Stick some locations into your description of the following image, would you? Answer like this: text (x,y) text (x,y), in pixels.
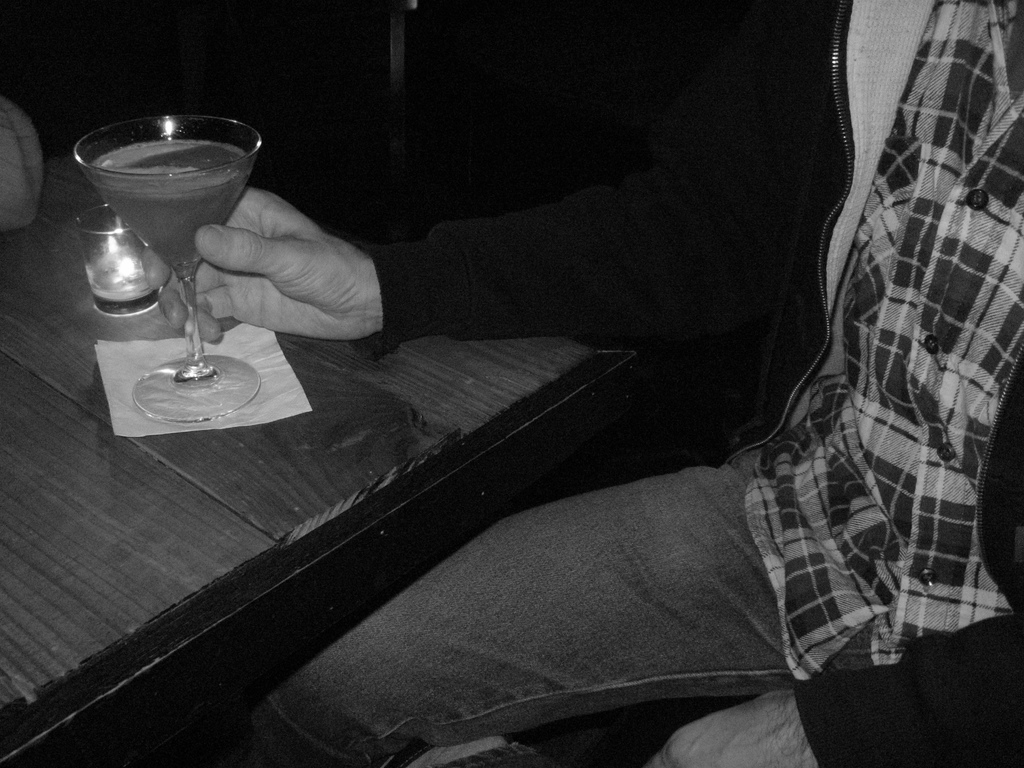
As we can see in the image there is a man (821,249) holding glass (199,214) and a table (264,448).
